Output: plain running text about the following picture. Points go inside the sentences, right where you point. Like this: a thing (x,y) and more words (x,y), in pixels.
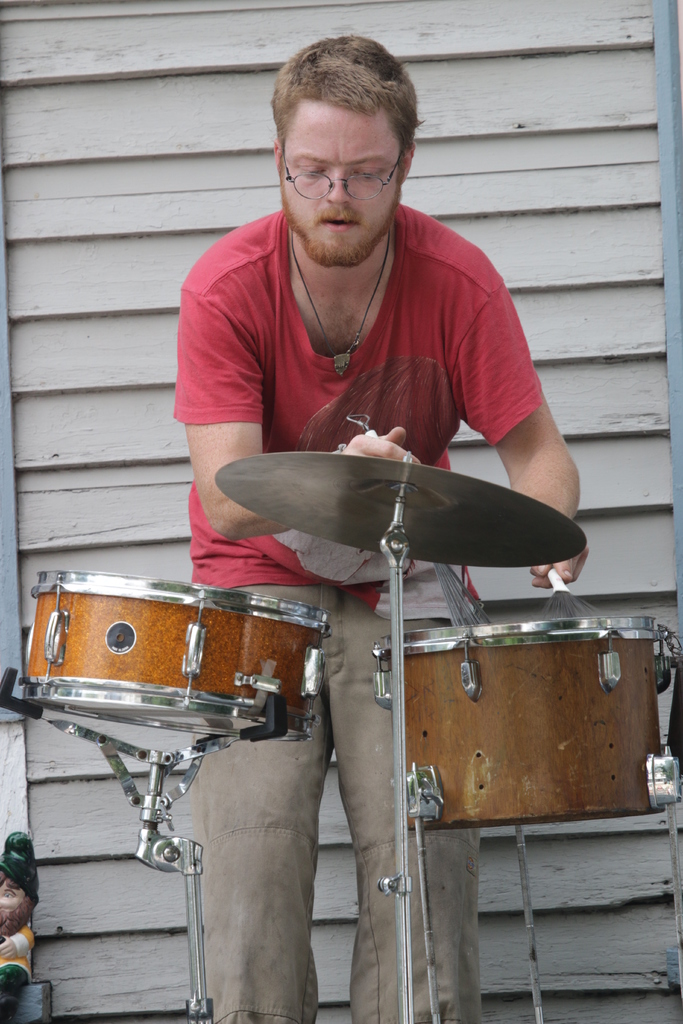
He is standing and he is playing a musical drums (37,639).
